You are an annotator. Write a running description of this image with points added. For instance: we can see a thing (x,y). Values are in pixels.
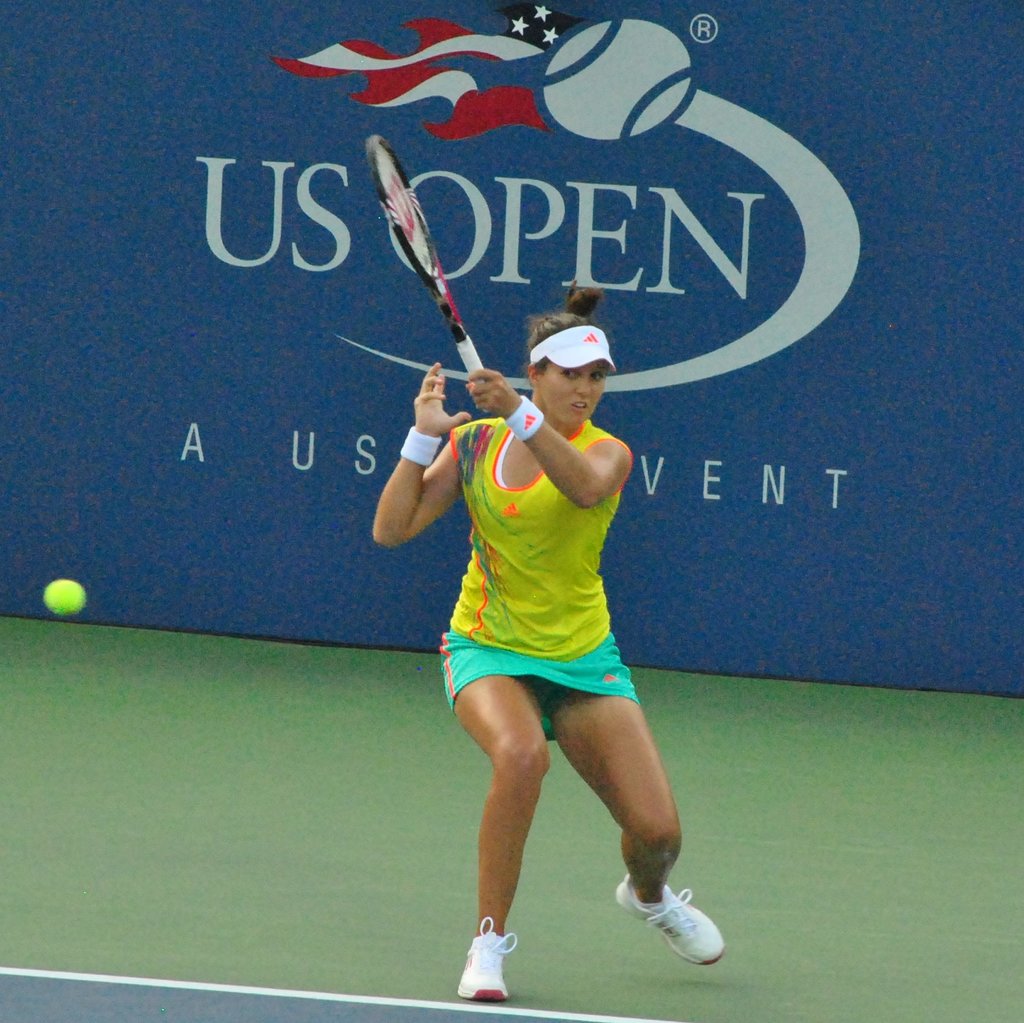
In this image In the middle (525,553) there is a woman (539,630) she holds a racket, she is playing tennis game she wears shoes (475,987), cap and skirt (457,636). On the left (51,585) there is a ball (76,595). In the background (86,617) there is a poster (664,326).
